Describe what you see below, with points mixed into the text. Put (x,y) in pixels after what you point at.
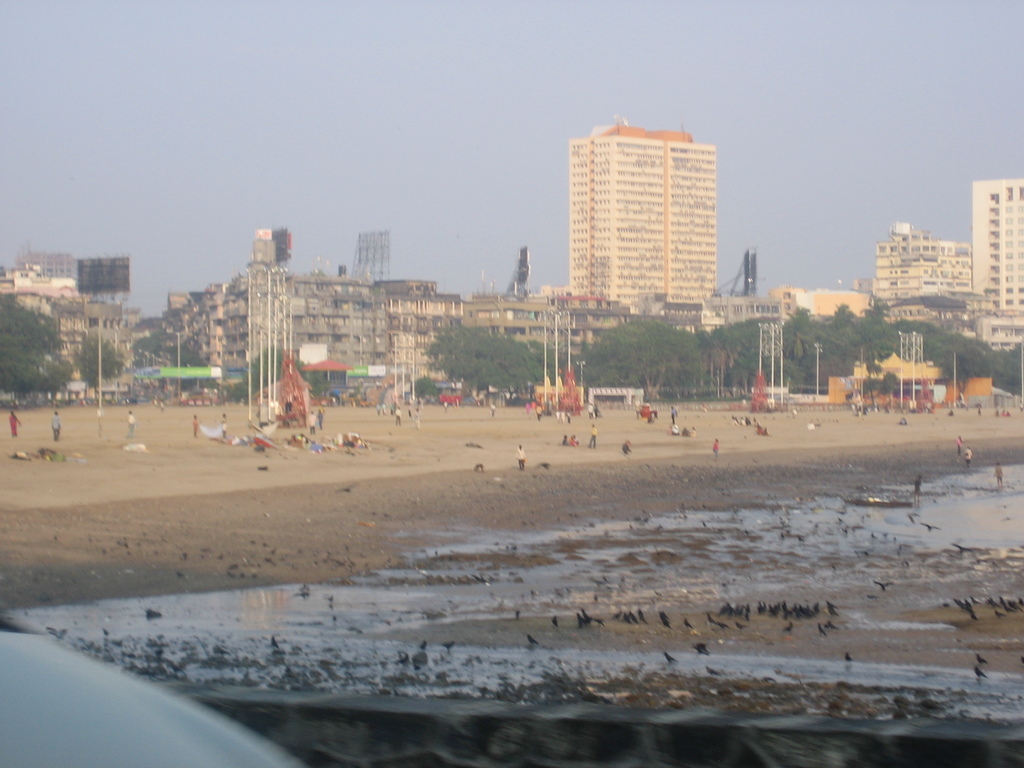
This picture is clicked outside. In the foreground (964,524) we can see the group of birds (1006,607) and we can see the water (427,605) on the ground (728,432). In the center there are group of persons (624,444) and we can see the metal rods (557,313) and poles (99,367). In the background (248,133) there is a sky (443,193), buildings (642,273) and trees (640,343).
